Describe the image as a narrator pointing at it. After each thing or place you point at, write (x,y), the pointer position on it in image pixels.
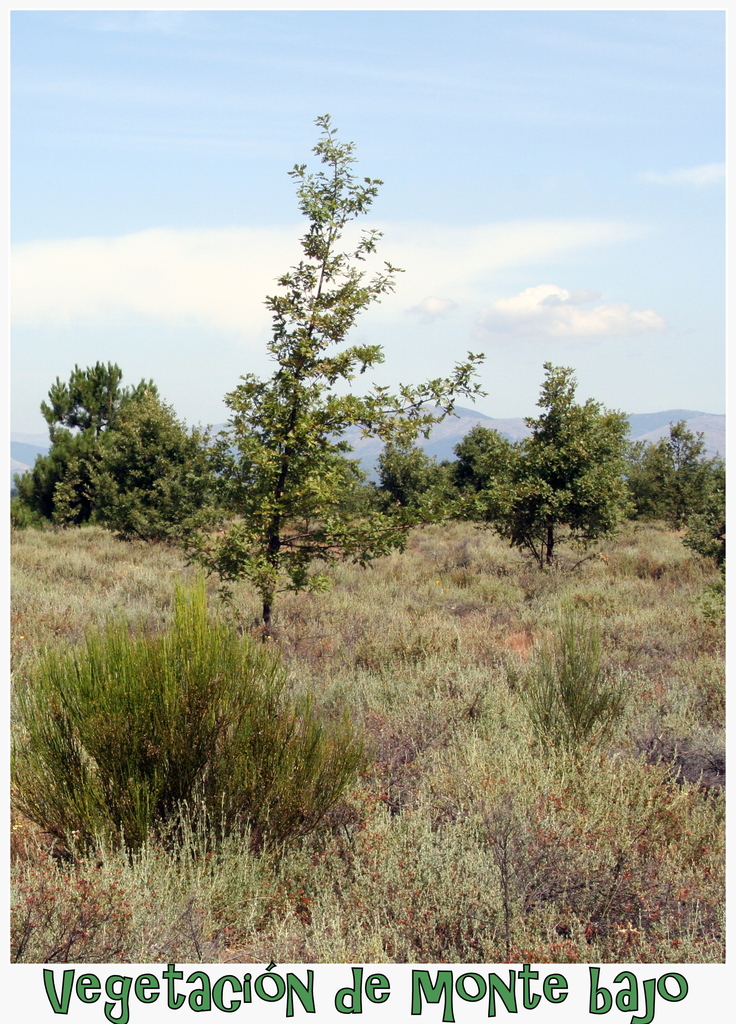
This looks like an edited image. I can see the plants (535,916) and bushes (292,636). These are the trees (476,452). In the background (448,428), these look like the hills (479,416). I can see the clouds (455,250) in the sky (192,216). At the bottom of the image (261,971), I can see the watermark (556,976).
